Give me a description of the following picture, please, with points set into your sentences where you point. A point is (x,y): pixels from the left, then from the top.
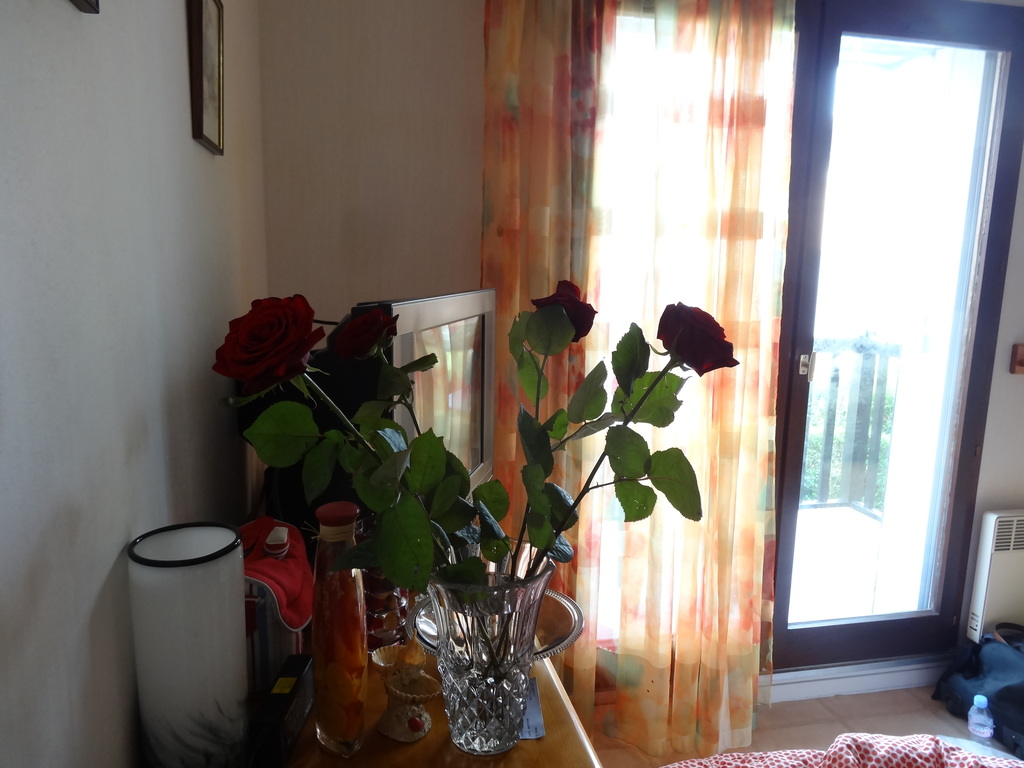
In this picture we can see a few flowers (461,524) in a glass object (490,733). There is a bottle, vase (163,669) and other objects (422,686) on the table (551,669). There are frames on the wall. We can see a curtain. There is a glass door (853,648). Through this glass door (822,376), we can see a fence (849,497) and some plants (838,448) in the background (853,439).
